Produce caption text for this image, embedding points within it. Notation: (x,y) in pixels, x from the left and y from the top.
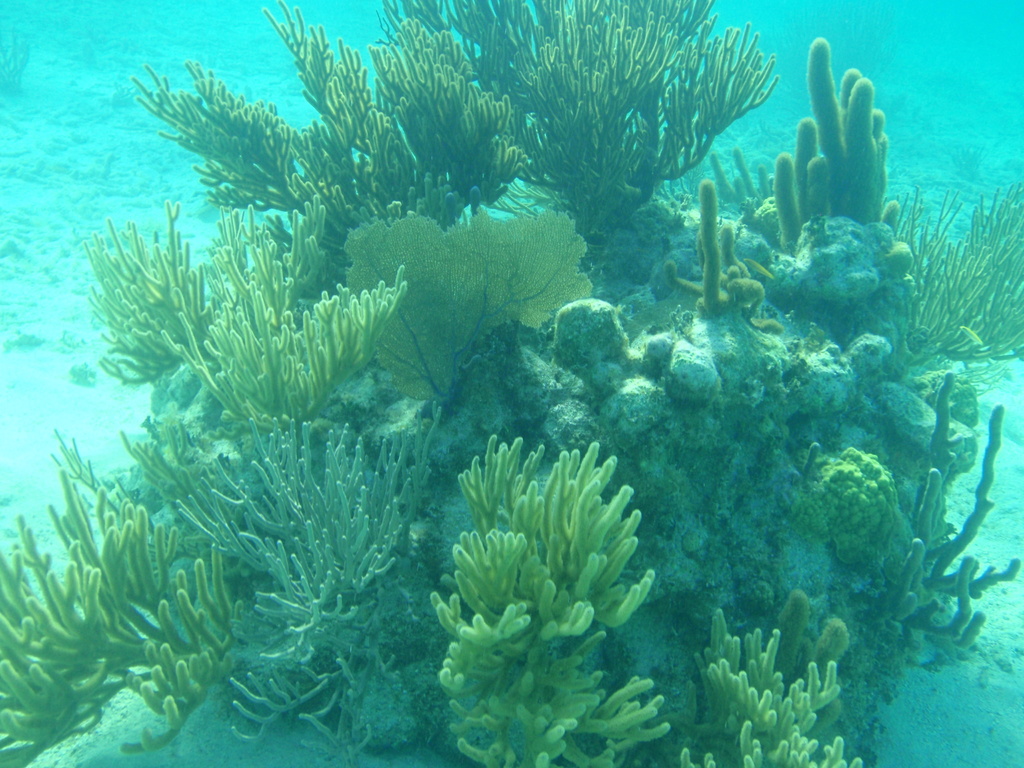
In this image we can see corals (466,276) and plants (435,57) under the water (348,29) and we can see under the water environment (85,46).
